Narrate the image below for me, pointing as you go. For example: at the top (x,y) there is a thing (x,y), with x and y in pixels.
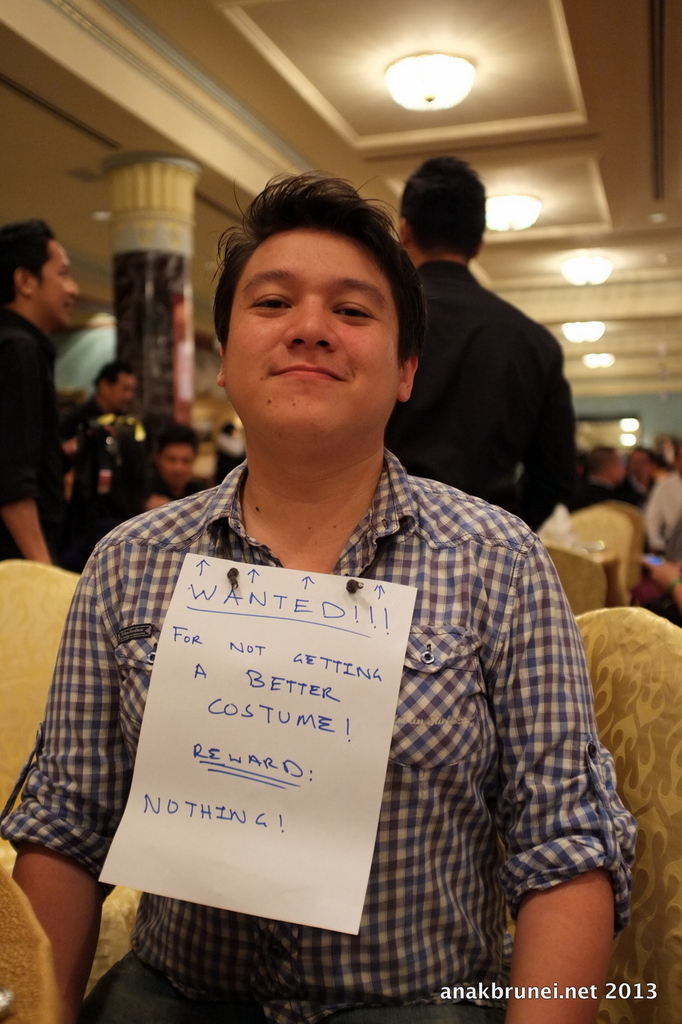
This picture seems to be clicked inside the hall (529,51). In the foreground (444,759) we can see a person (380,479) wearing shirt (102,667) and sitting on the chair (613,708) and we can see the text (264,675) on the paper (192,675) which is attached to the shirt (367,562) of a person (368,551). In the background (534,436) we can see the roof (559,95), lights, group of people (644,484), chairs (622,569), pillar (162,310) and many other objects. In the bottom right corner (496,992) there is a watermark (529,992) on the image.
